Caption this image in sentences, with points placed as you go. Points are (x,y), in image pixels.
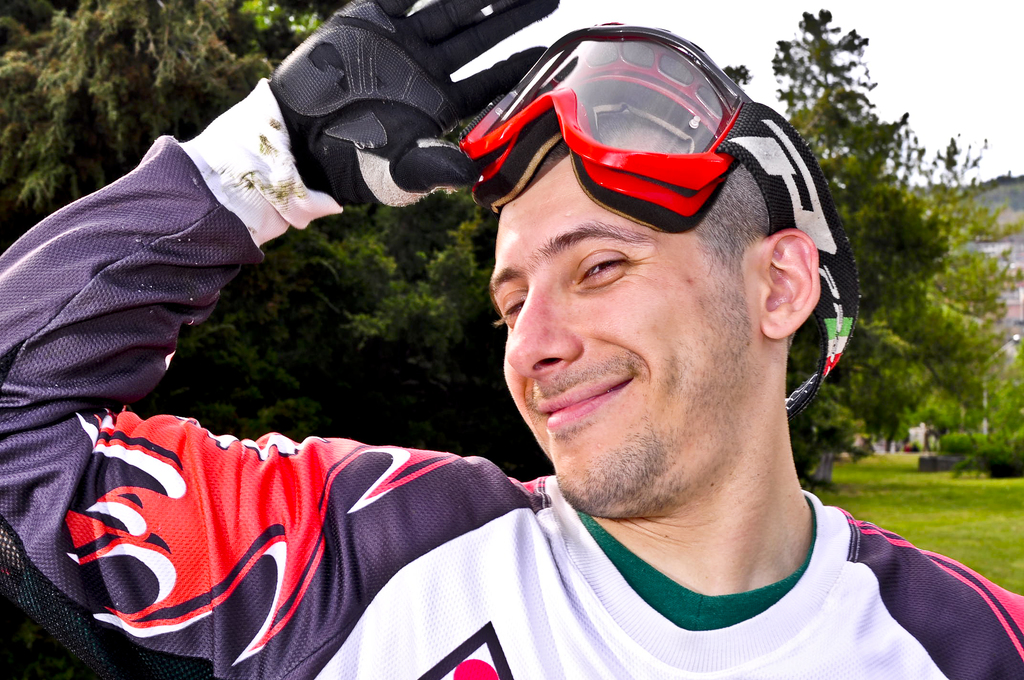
In the picture we can see a man (721,640) standing, he is wearing a T-shirt (804,640) with a black glove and glasses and in the background (886,203) we can see a grass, trees (880,190), and hill (987,191).
